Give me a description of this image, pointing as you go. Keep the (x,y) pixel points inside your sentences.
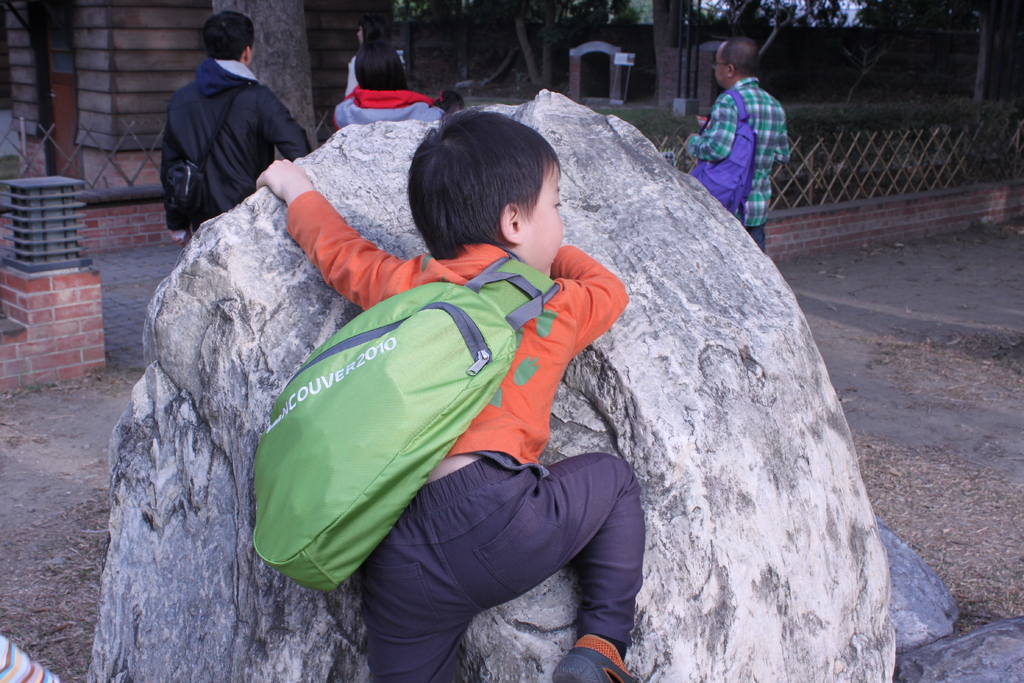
In this image I can see a child (518,392) wearing orange colored shirt (511,399), black pant (438,538) and green bag (438,441) is climbing a huge rock (673,461) which is cream and black in color. In the background (978,476) I can see the ground (909,413), few persons (714,154) standing, the railing (314,139), few trees (982,14) and a building (159,71).
